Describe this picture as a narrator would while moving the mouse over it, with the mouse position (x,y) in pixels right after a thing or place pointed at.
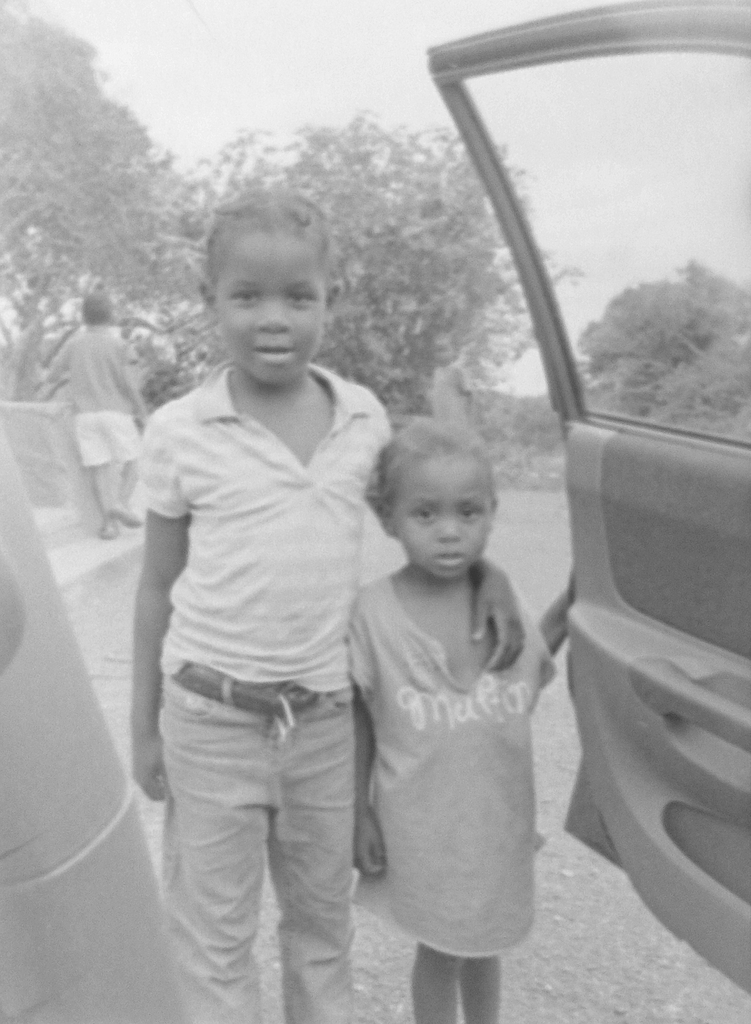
In this image there are persons (328,601) standing in the center (389,681). On the right side (666,620) there is a door (691,597). In the background (103,400) there are trees (141,285) and there is a person (109,390) standing.
